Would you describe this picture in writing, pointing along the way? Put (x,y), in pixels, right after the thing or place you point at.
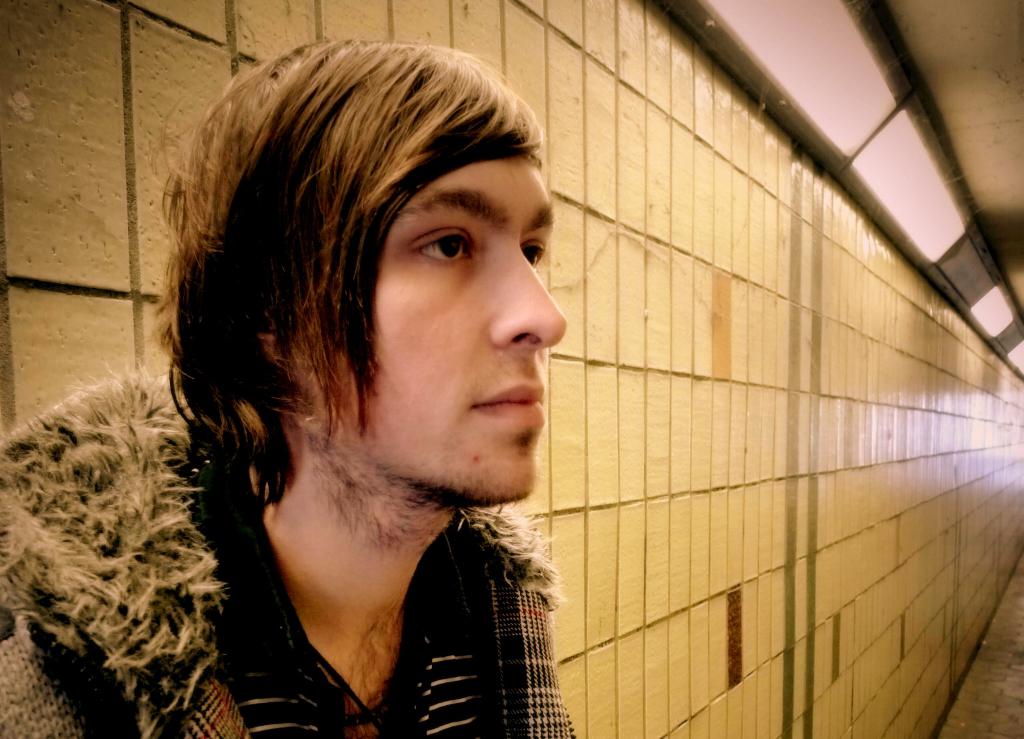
In this image, I can see the man (385,644). This is the wall (737,425). I think these are the lights (913,228), which are attached to the wall (690,40).
